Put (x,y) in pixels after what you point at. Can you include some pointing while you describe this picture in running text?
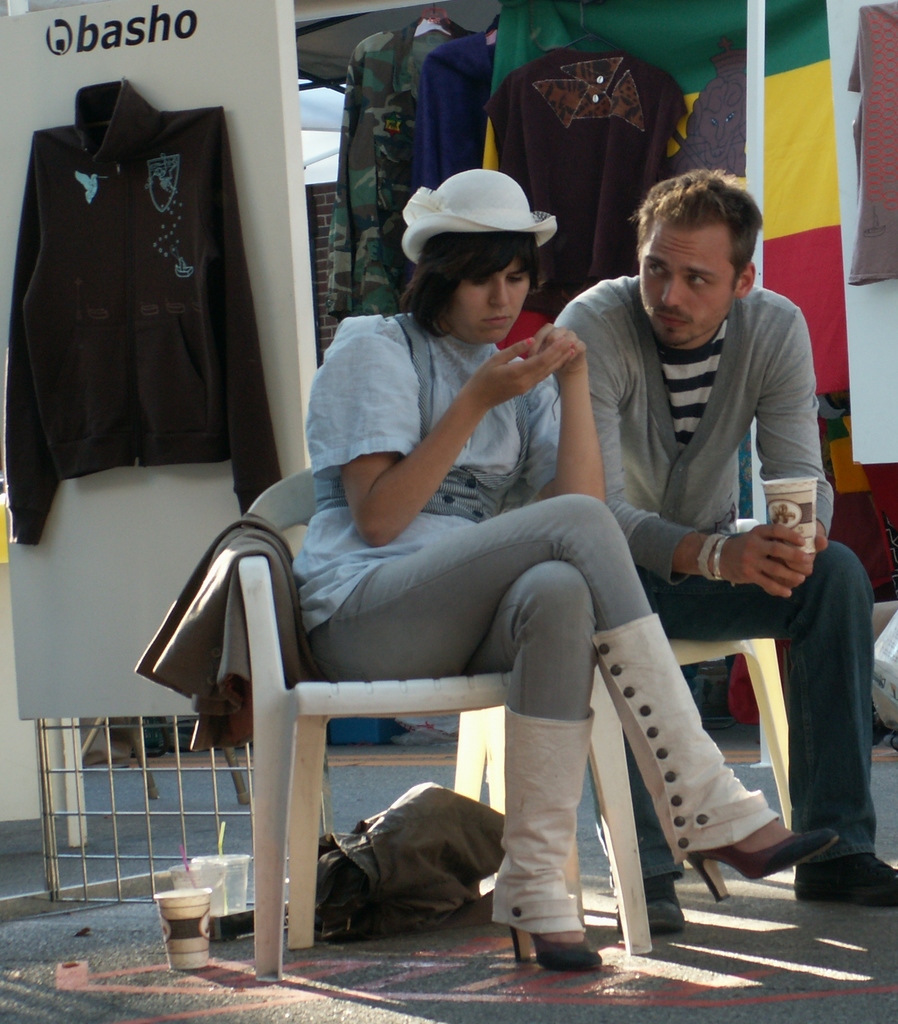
Here we see two people (426,618) Seated on the chair (266,826) a man (671,599) and a woman (515,379) and we see few clothes (370,99) hanging at their back (399,147).
